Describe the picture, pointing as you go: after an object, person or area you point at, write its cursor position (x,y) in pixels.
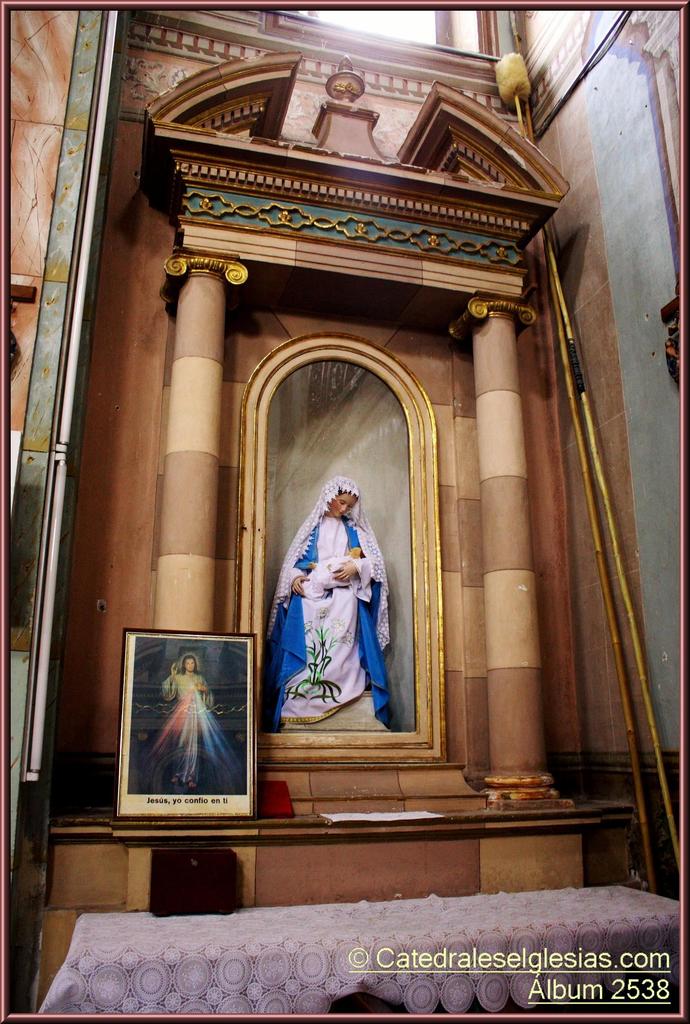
This image is taken in the church (377,483). In this image we can see the idol (337,604) in the center (335,607). We can also see the frame (237,739), paper (369,816), sticks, wall (671,135), window (325,15) and at the bottom (585,903) we can see the table (404,934) which is covered with the cloth (455,941). We can also see the text (556,962) and the image has borders (689,32). We can also see the lights (77,325) on the left (70,344).
